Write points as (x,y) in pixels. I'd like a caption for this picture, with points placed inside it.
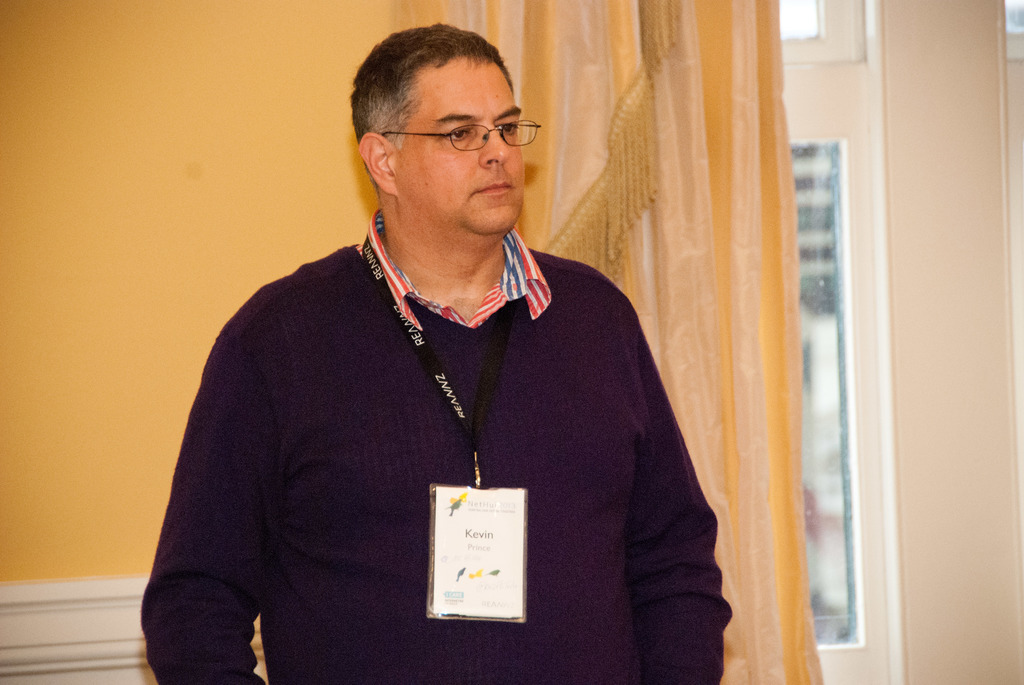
In this image we can see a person (521,291) wearing sweatshirt (453,481), identity card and spectacles (470,141) is standing here. In the background (731,515), we can see the wall (14,90), curtains (655,145) and the glass windows (837,91).
